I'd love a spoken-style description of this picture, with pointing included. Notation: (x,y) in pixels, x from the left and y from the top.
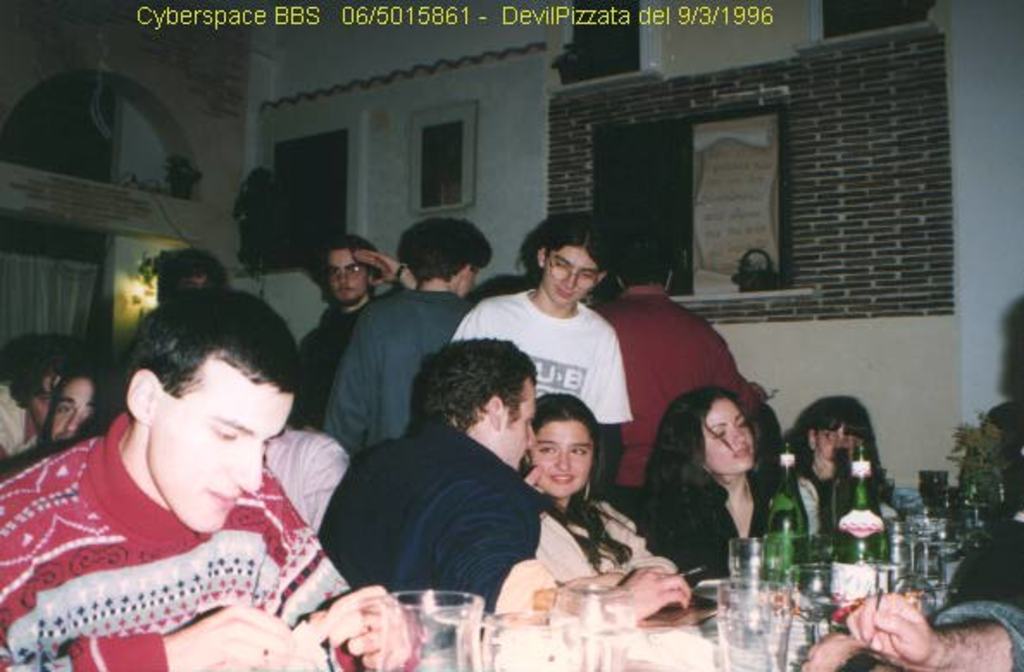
In this picture there are a group of people (692,550) sitting and behind a group of people (351,278) standing there is also table (693,638) here which is full of wine glasses (735,604) and wine bottles (842,516).
